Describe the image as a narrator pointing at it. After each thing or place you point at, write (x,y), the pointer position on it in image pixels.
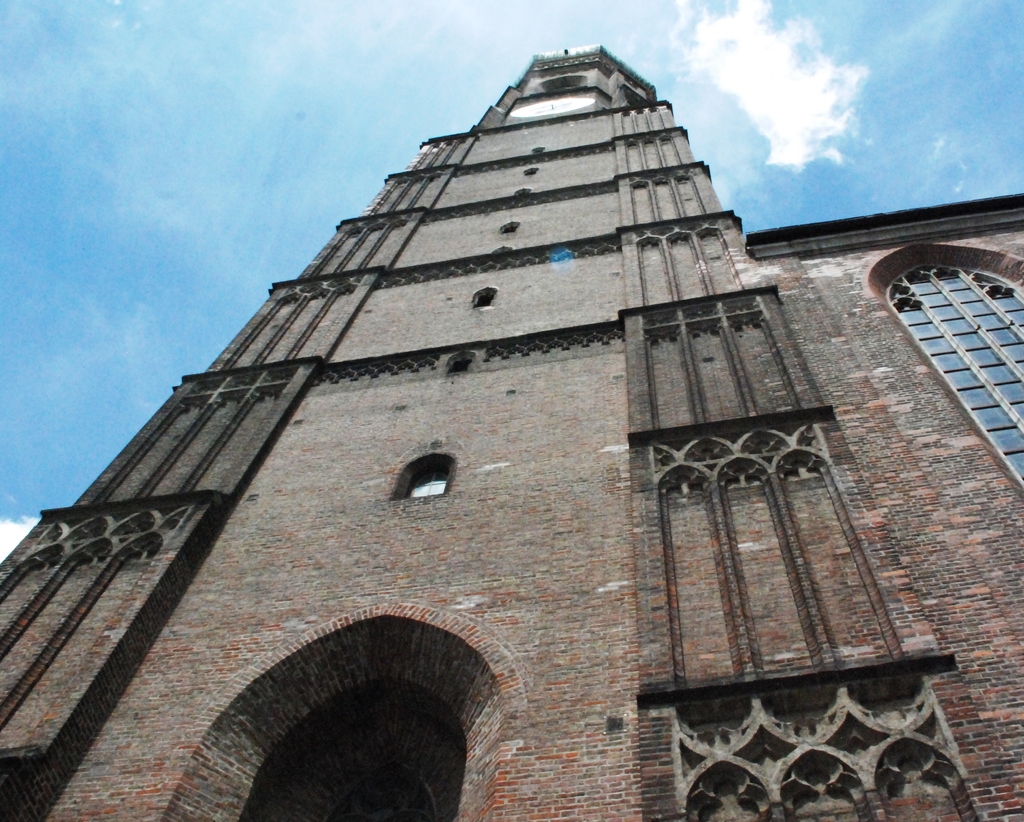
At the bottom of this image (449,733) I can see a building (592,633). On the right side (966,350) there is a window (954,322). On the top of the image (188,133) I can see the sky (327,113) and clouds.
